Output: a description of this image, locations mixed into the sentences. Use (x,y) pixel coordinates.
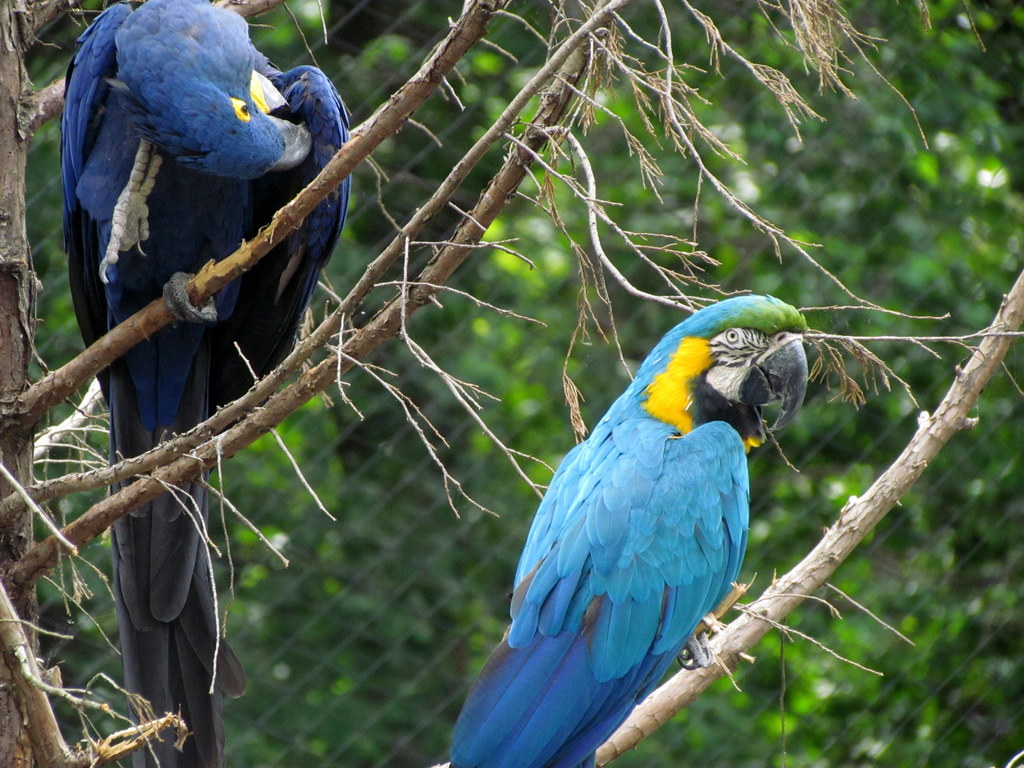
A blue color parrot (715,563) is sitting on the branch (744,585) of a tree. On the left side (205,216) there is another parrot (250,307) in dark blue color.
